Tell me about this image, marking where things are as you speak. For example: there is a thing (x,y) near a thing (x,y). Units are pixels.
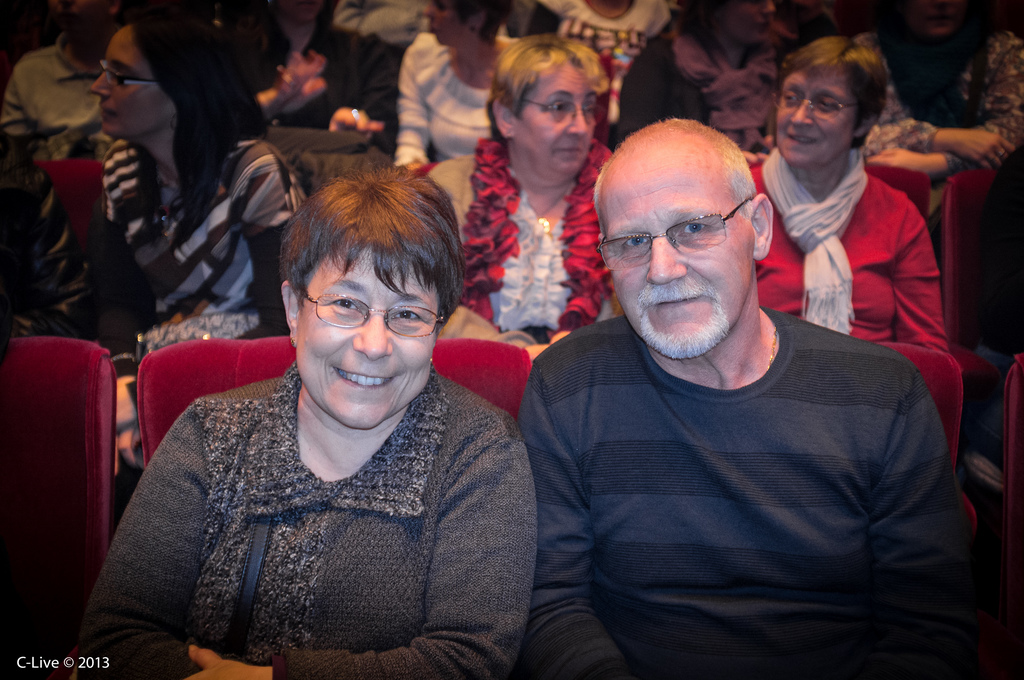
In the image we can see there are many people (436,299) wearing clothes (470,285), they are sitting on the chair (186,405), these people (126,394) are wearing spectacles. These people (327,345) are smiling and this is a watermark (33,658).
